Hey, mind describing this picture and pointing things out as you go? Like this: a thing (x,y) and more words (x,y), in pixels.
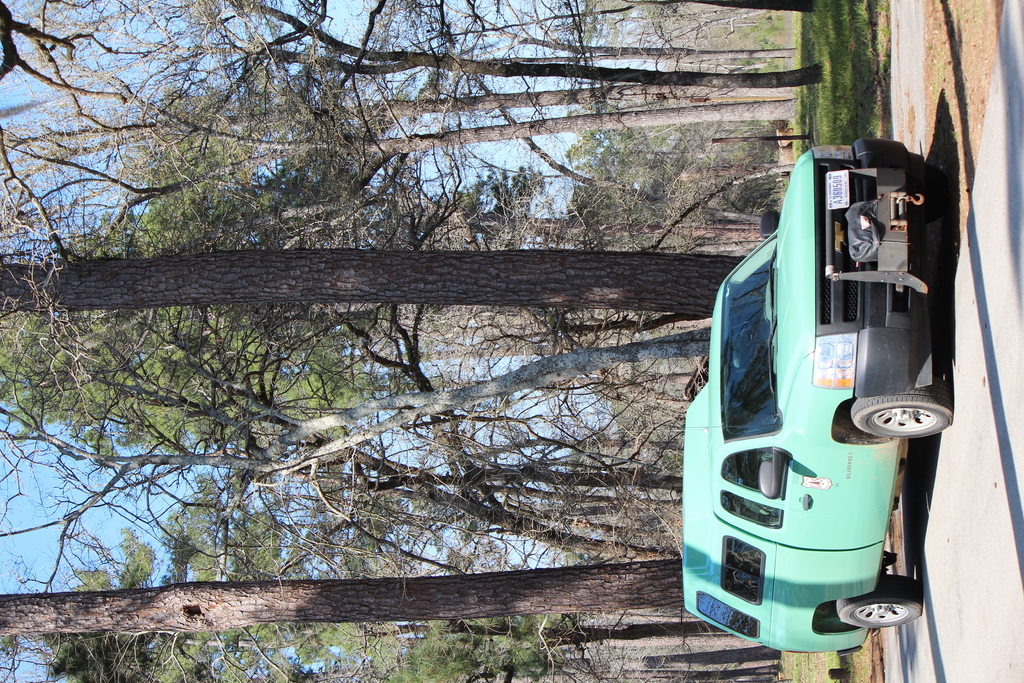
In this image we can see a motor vehicle (805,326) on the road (938,585), trees (802,75), ground (814,88) and sky (158,103).
